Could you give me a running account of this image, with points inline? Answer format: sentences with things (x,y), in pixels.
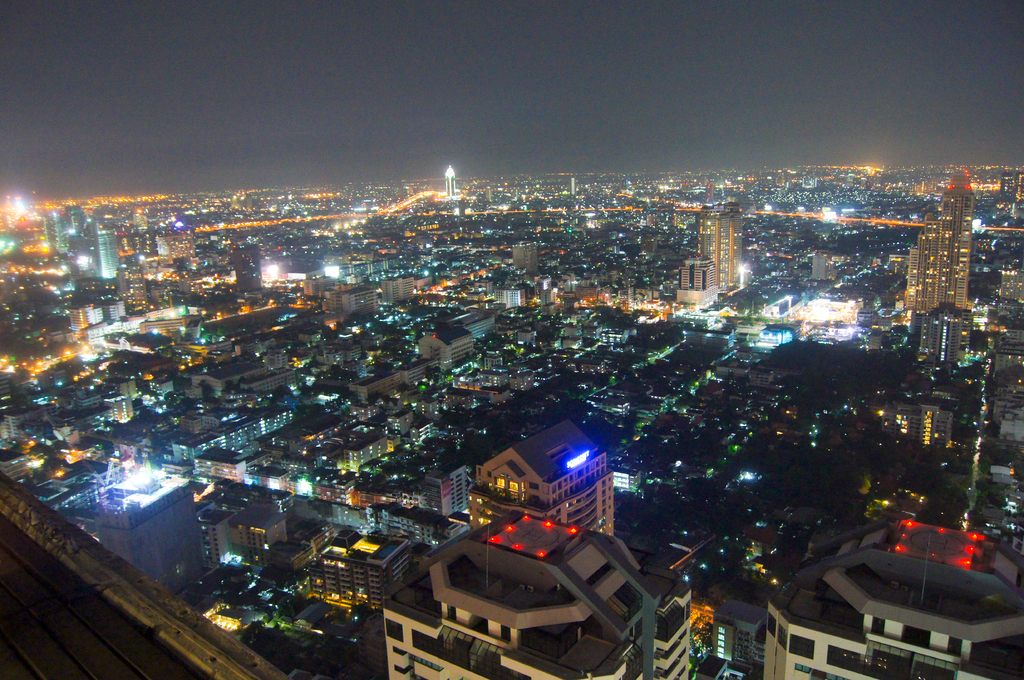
These all are the buildings (458,357) with lights (505,490) in the night time, at the top (584,99) it's a sky (647,105).
